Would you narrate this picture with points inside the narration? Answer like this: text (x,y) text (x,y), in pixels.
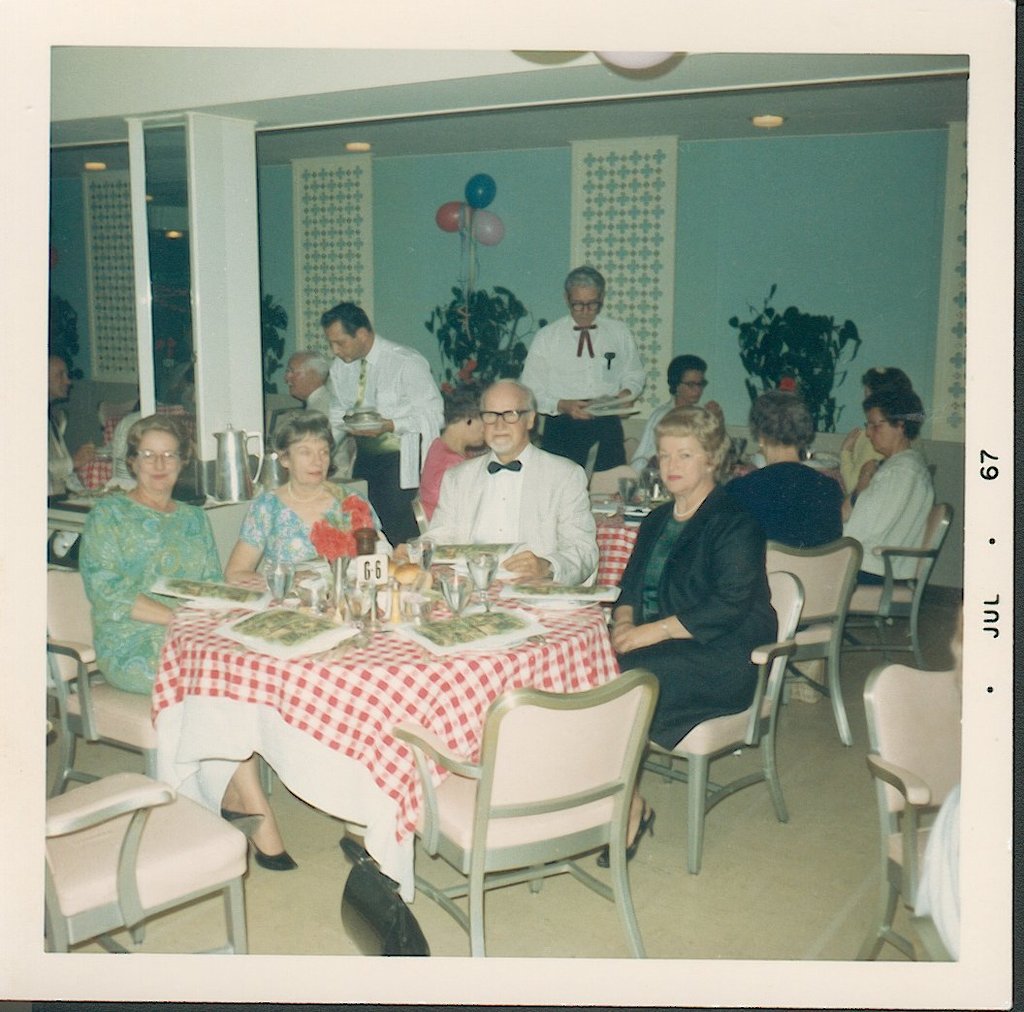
This is a picture taken in the restaurant (208,508). There are group of people (669,560) sitting on a chair (551,765). The people (736,588) are sitting in front of a table (422,668), the table (409,659) is covered with a cloth (359,703) on the table (431,637) there is a glasses (452,576) and food items (402,568) and the two man (527,372) in white shirt (383,383) are serving the food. Background of the man (429,392) there is a wall (774,212) which is in blue on the wall (759,228) balloons (487,241) are hanging. On top of the people (279,524) there is a roof (128,78) which is in white color.
